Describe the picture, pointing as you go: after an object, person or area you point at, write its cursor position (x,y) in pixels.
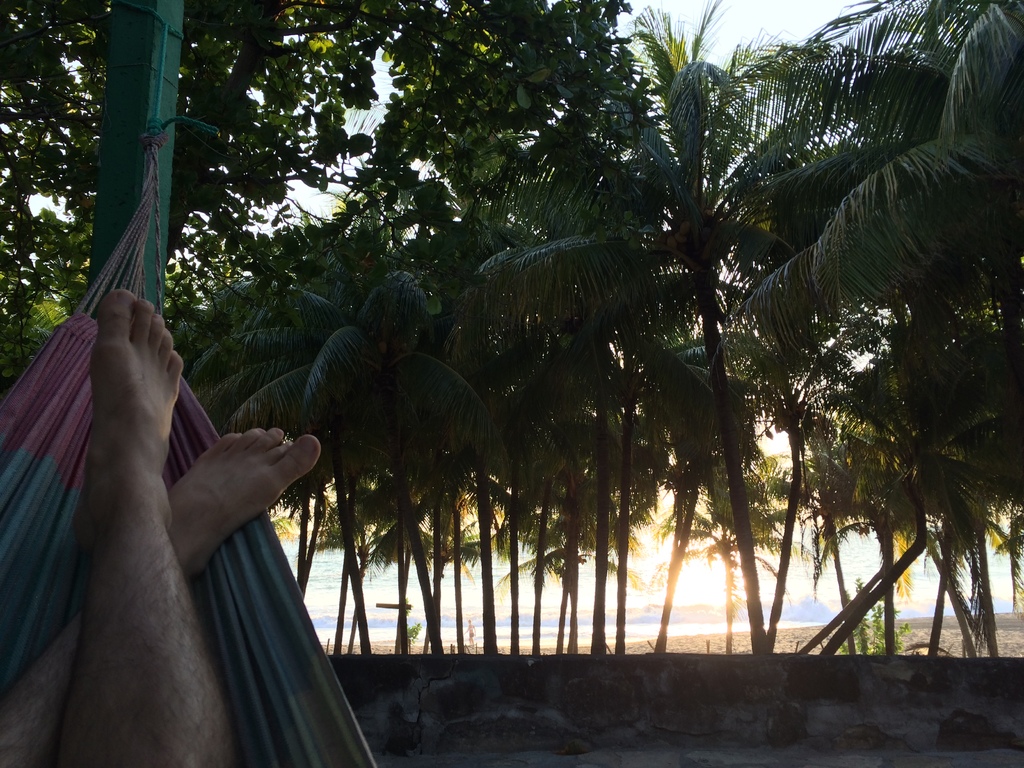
Here in this picture on the left side (183,597) we can see a persons legs (153,543) in a swing porch (66,466) and on the ground (446,649) we can see plants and trees (560,481) present and in the far we can see sand (733,645) also present and we can also see water (383,625) present in the far and we can see the sky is clear and we can also see sun (720,569) in the sky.
